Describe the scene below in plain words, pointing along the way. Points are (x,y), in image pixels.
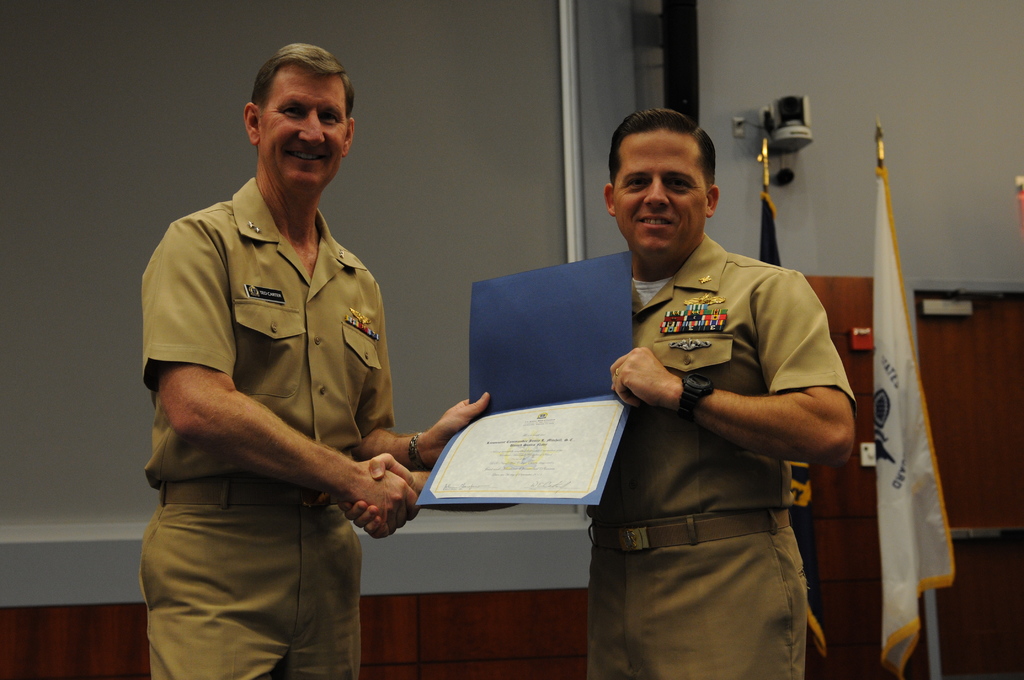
In this image, there are two officers (287,625) standing, they are holding a blue color file (470,363), at the right side (898,526) there two flags (919,574) which are in black and in white color, at the background (887,45) there is a white color wall (440,46).
